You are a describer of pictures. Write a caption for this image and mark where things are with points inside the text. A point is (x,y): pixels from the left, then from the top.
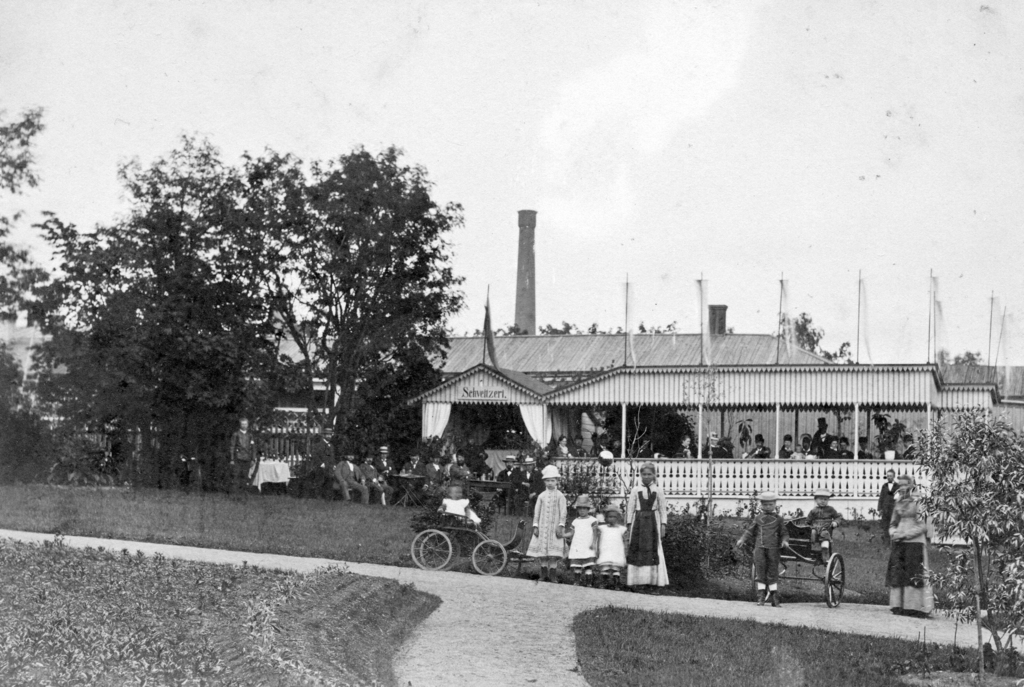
This is a black and white image. At the bottom (773,597) there are few children (601,544) standing on the road (558,588) and also there are few vehicles (473,555). On both side of the road (452,602) I can see the grass (332,607) and some plants (180,623). In the background (515,408) there is a building (525,436), trees (206,413) and few people (449,472) sitting in the garden (365,507). At the top of the image (612,92) I can see the sky (666,143).
